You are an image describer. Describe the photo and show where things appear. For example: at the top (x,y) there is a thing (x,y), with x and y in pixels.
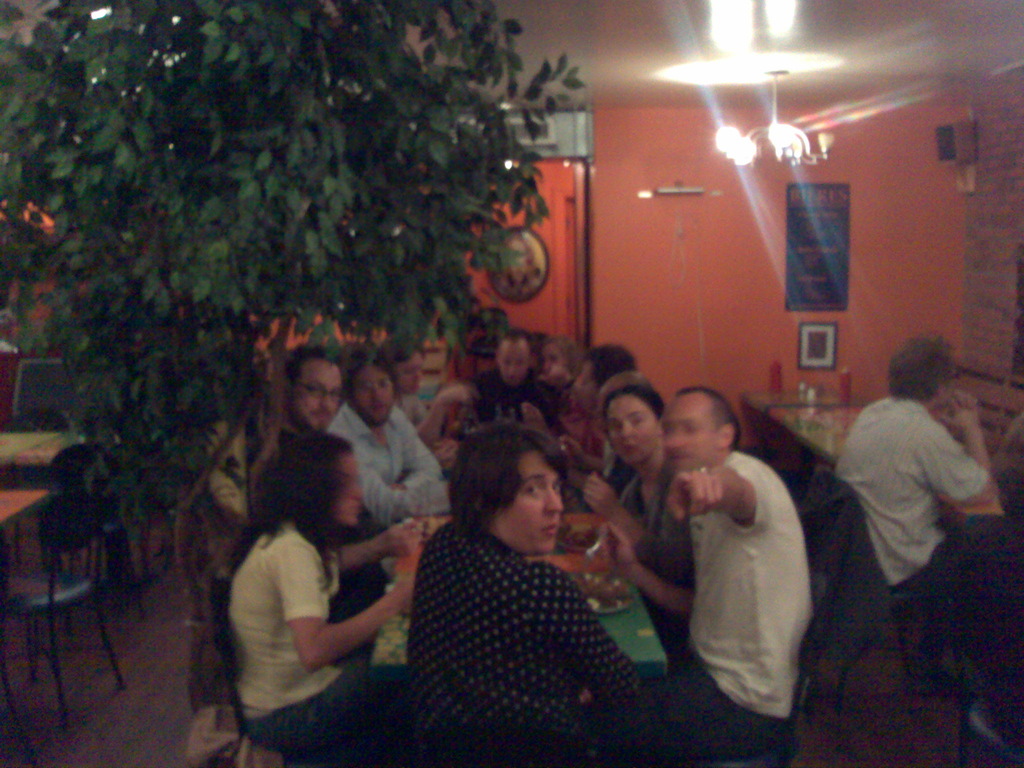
In this image in center (369,441) there are a group of people (455,452) who are sitting on chairs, and it seems that they are eating and there is a table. On the table (397,625) there are objects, and on the right side of the image (874,485) there is one person (885,491) sitting on chair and there are tables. On the tables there are objects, and on the left side (47,448) also there are tables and chairs (69,456) and in the foreground (244,144) there is a plant (382,269). And in the background (613,242) there is a wall (773,246), posters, lights (667,196), photo frames (816,365), door (563,264) and at the top (690,63) there is ceiling (788,65) and lights (778,91) at the bottom (169,601) there is floor (908,704).
